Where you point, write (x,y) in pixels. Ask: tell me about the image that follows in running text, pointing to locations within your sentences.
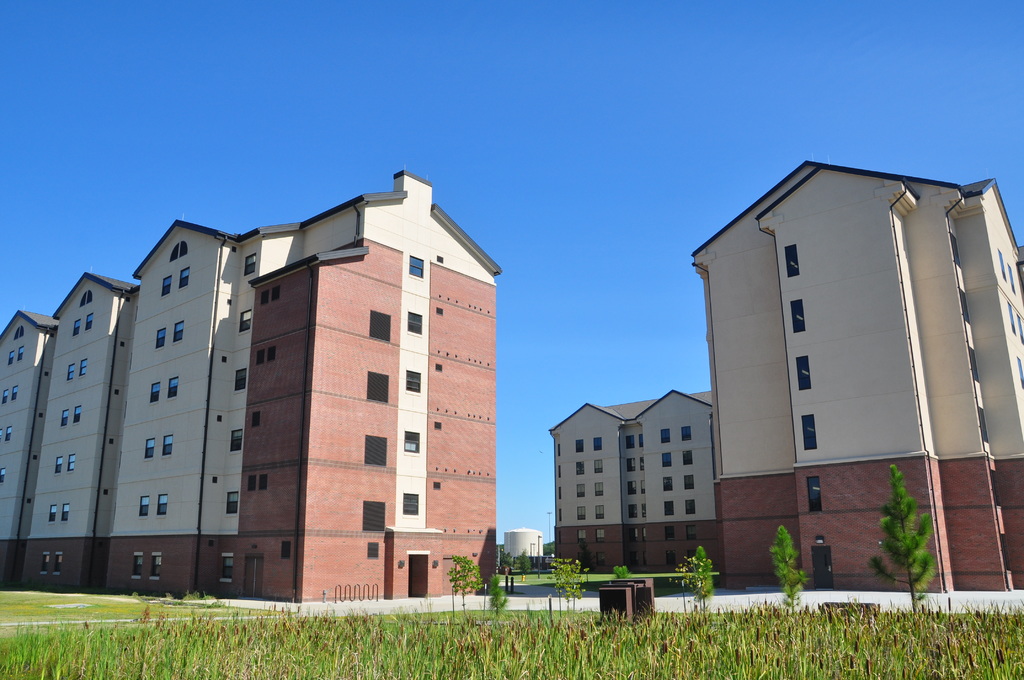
In this image we can see buildings (492,401) with windows (176,386). At the bottom (188,646) there are plants (565,641) and grass (635,641). In the background (534,210) there is sky (335,94).
